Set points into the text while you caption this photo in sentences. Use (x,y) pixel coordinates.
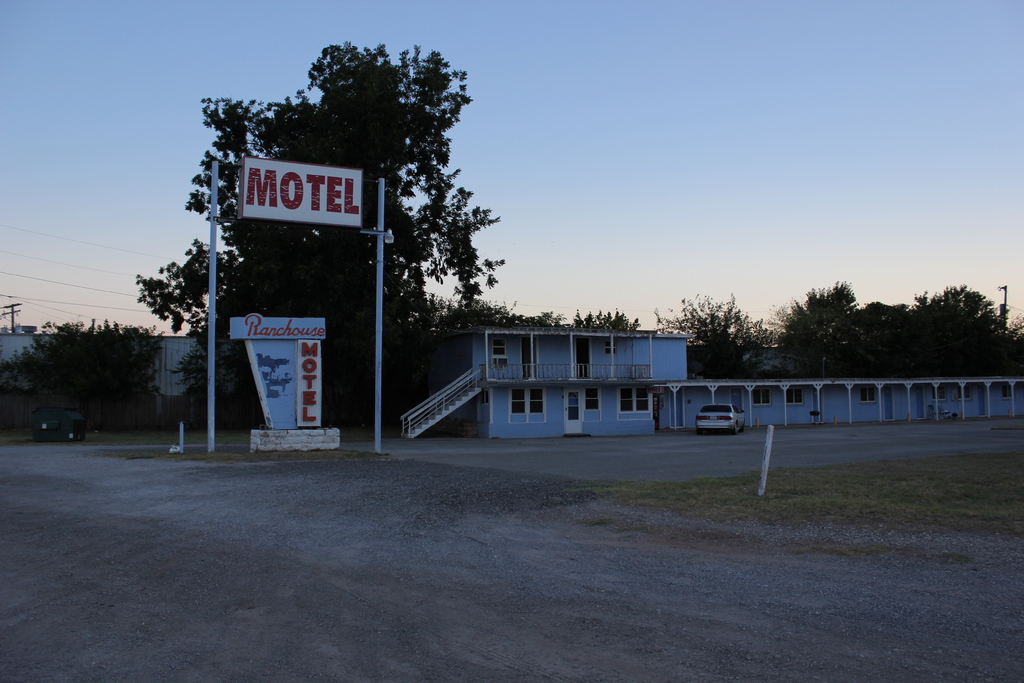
In this image there is a building (759,412). Before it there is a car (706,419) on the land (571,526). Left side (281,173) a board (299,178) is attached to the poles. Behind there is a board (279,397) on the wall (284,432). Background (236,353) there are few trees (148,337). Left side there is a building (167,357). Top of the image (644,151) there is sky (626,122).
